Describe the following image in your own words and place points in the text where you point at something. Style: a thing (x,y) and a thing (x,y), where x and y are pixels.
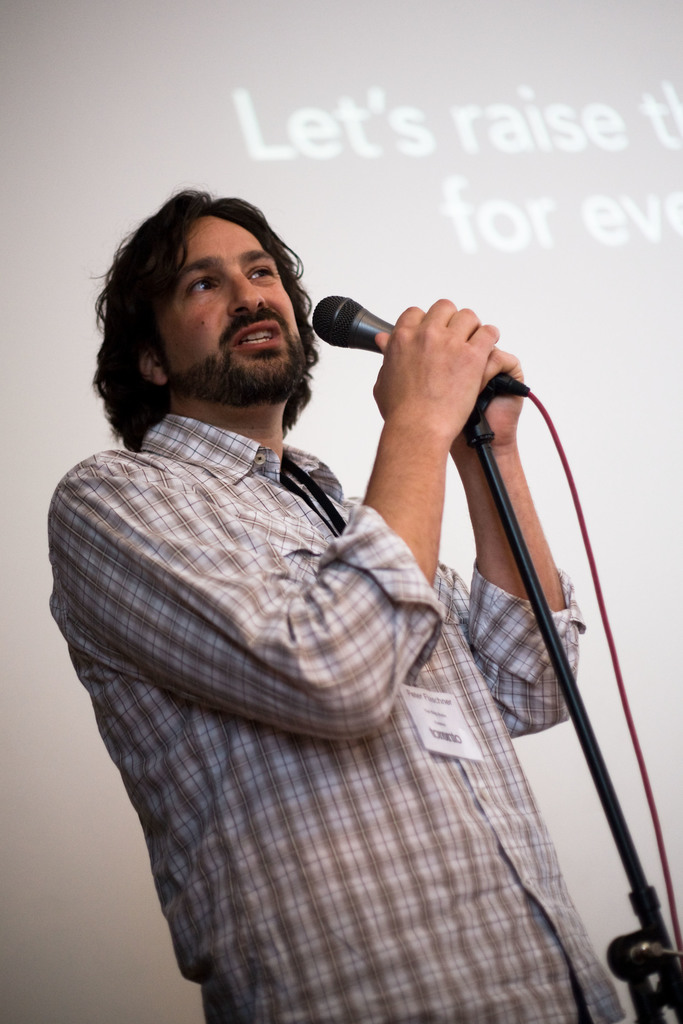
In this picture I can see a man (142,617) standing and holding a mike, which is on the mike stand (479,454), and in the background (4,107) there is a screen (451,515).
